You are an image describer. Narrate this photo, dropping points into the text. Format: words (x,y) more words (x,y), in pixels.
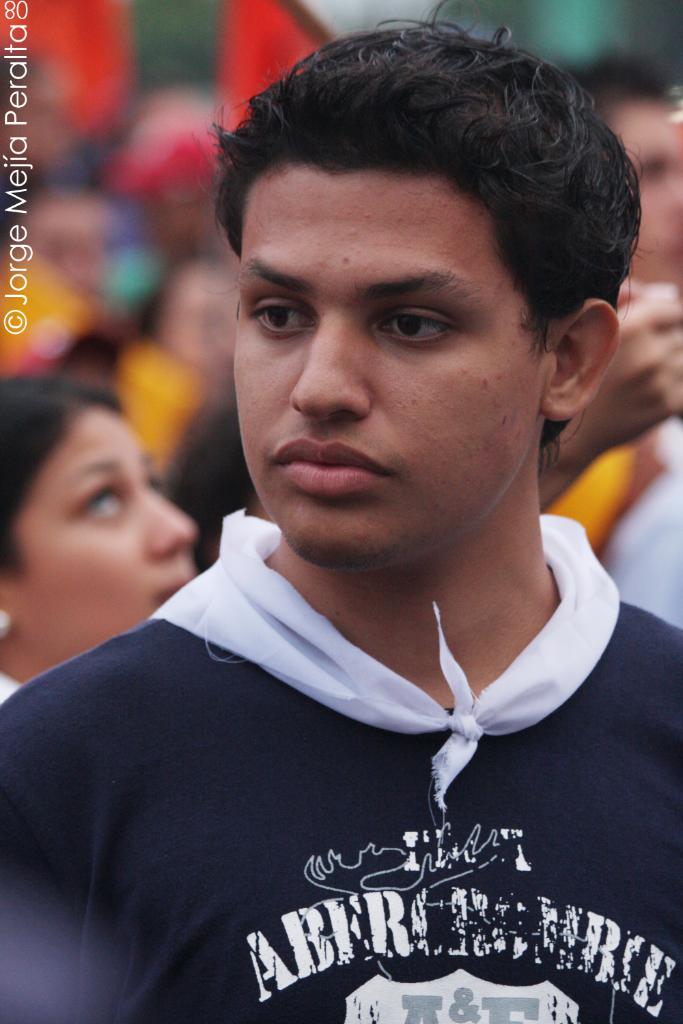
Front this person (361,300) is looking left side of the image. Left side of the image (21,150) there is a watermark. Background (150,543) it is blurry and we can see people (681,408).
